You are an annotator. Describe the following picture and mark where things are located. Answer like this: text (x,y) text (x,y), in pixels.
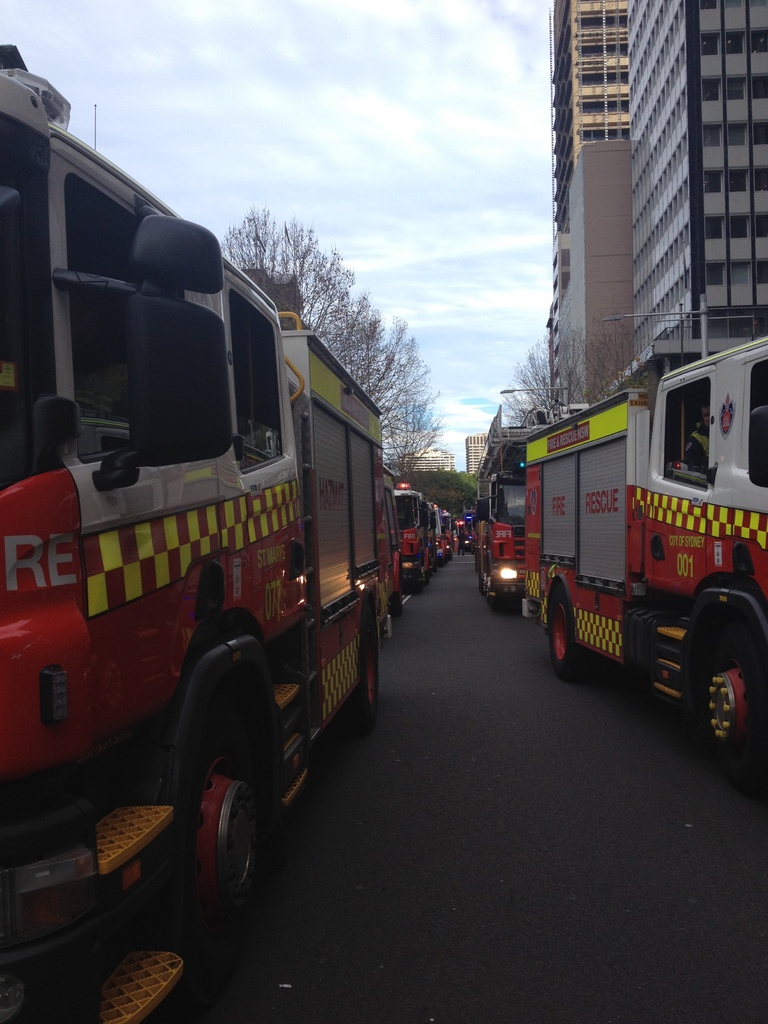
In this picture there are trucks (680,648) in a line which are on either side of the road (506,617). The trucks (383,582) are in red and white in color. On the top right (644,155), there is a building (658,67) and a tree (612,360). In the background (460,421) there are trees (419,423), buildings (470,437) and a sky (311,129).
